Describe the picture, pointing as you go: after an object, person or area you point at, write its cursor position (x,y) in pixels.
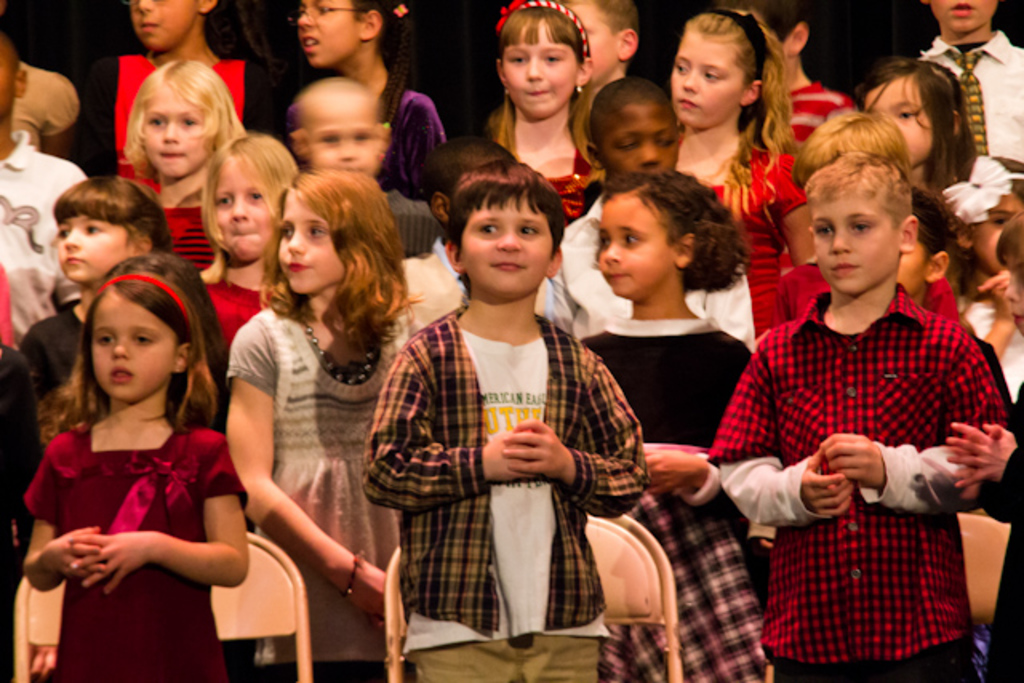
Where children (677,300) are standing, these are chairs (280,609).
